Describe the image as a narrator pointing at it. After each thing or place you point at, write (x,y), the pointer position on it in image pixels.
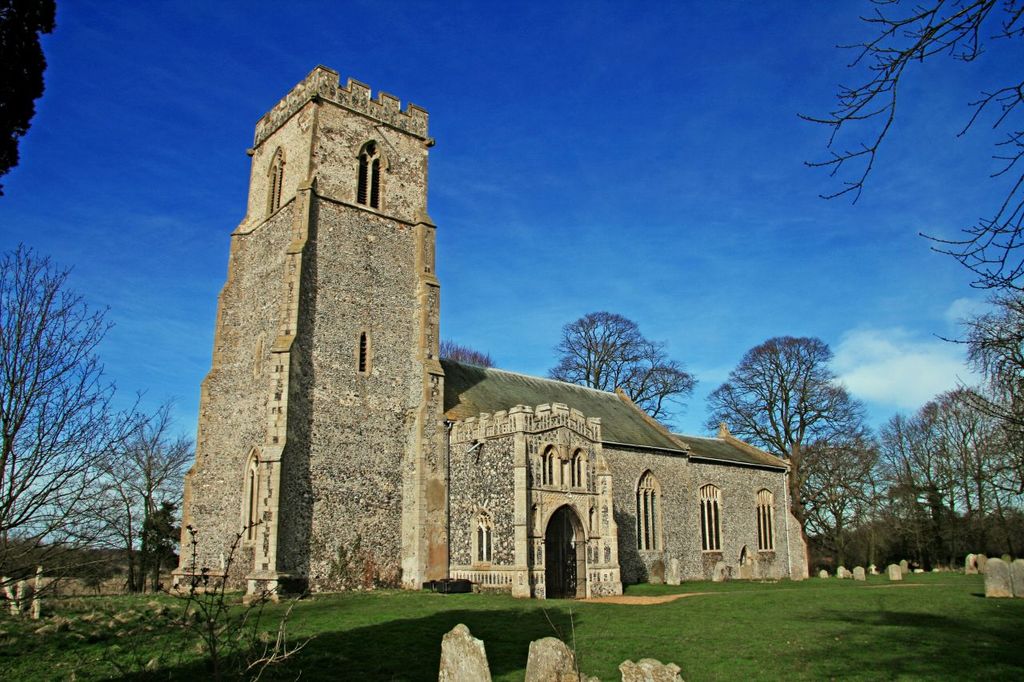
In the center of the image (493,399) there is a building (587,592). At the bottom of the image (793,635) there is grass (795,637). In the background of the image (857,484) there are trees (900,498).
